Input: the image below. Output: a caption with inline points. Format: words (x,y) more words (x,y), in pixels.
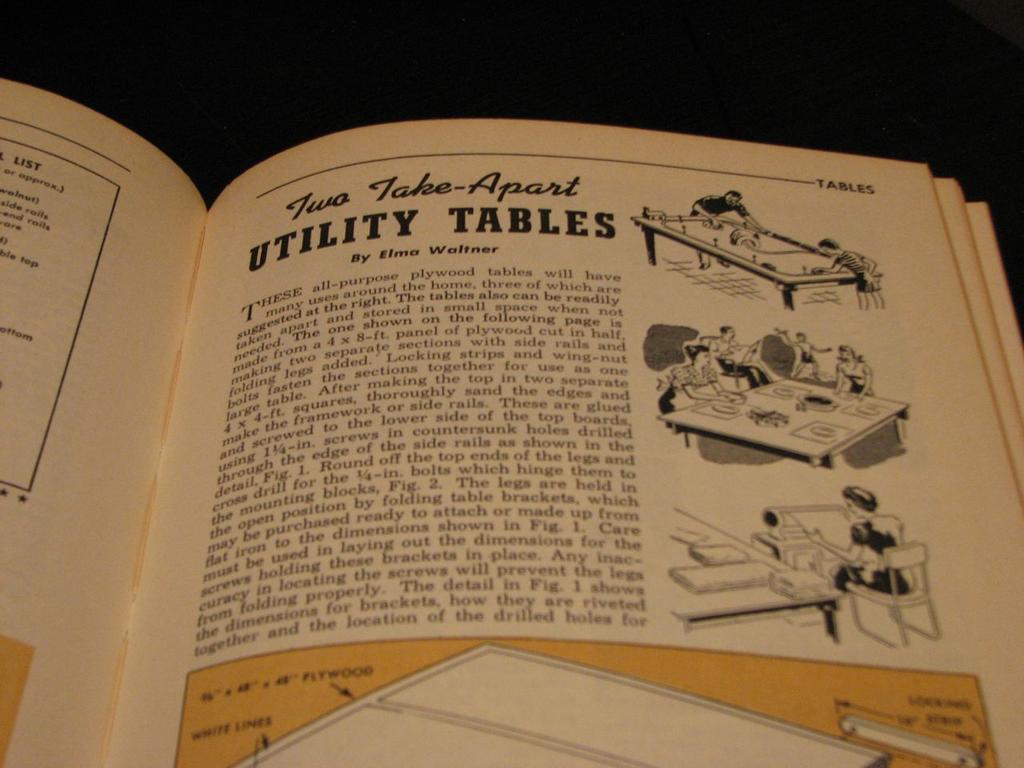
In this image I can see a book (319,405) which is cream, black and yellow in color. I can see few pictures (822,507) of persons (691,400) standing and a person (861,584) sitting and I can see the black colored background (51,45).
